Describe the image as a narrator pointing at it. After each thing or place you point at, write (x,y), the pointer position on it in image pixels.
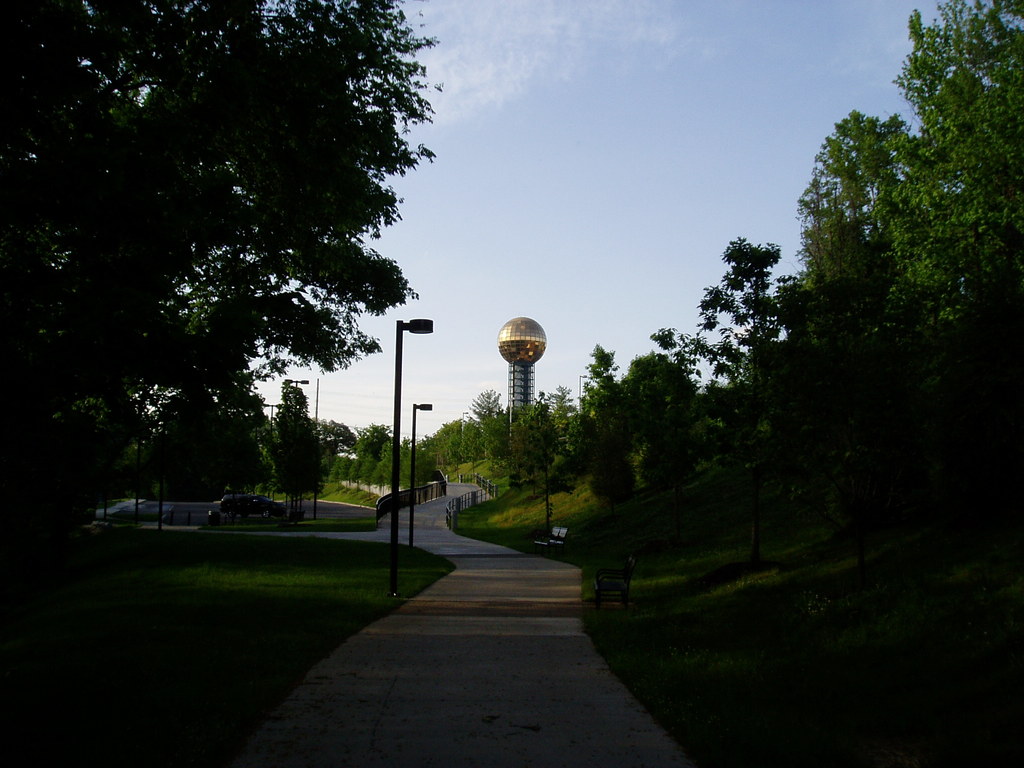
In the middle of the image (542,445) we can see some poles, trees (315,339), fencing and tower (537,352). At the top of the image (788,134) there are some clouds (405,0) in the sky (896,43).
